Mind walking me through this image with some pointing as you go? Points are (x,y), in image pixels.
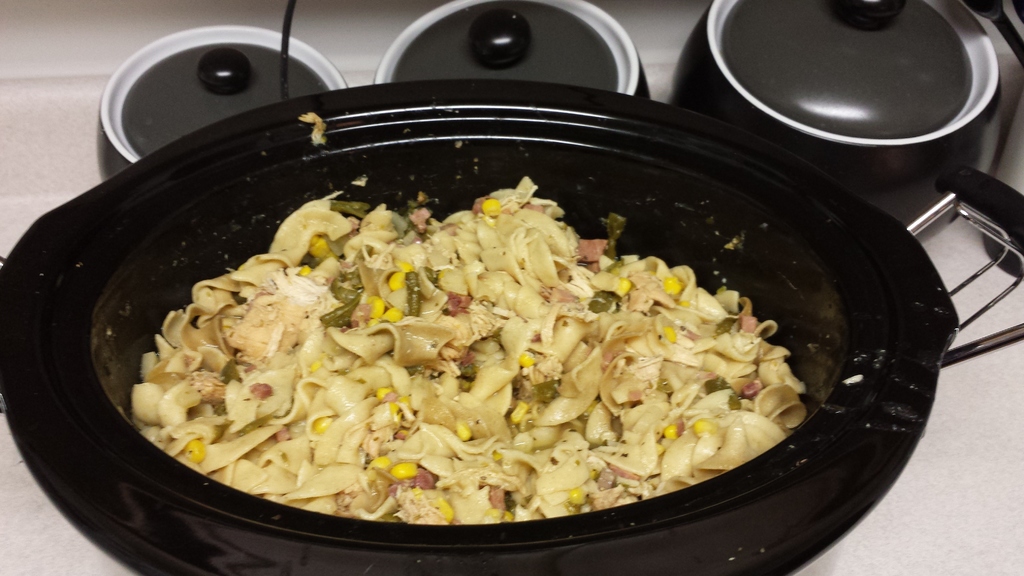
In this image there is a slow cooker (247,210) truncated, there is food (510,392) in the slow cooker (539,417), there is a wire (285,60) truncated, there are dishes (507,78) on the surface (1013,151), there are objects (990,8) truncated towards the right of the image (986,226).
